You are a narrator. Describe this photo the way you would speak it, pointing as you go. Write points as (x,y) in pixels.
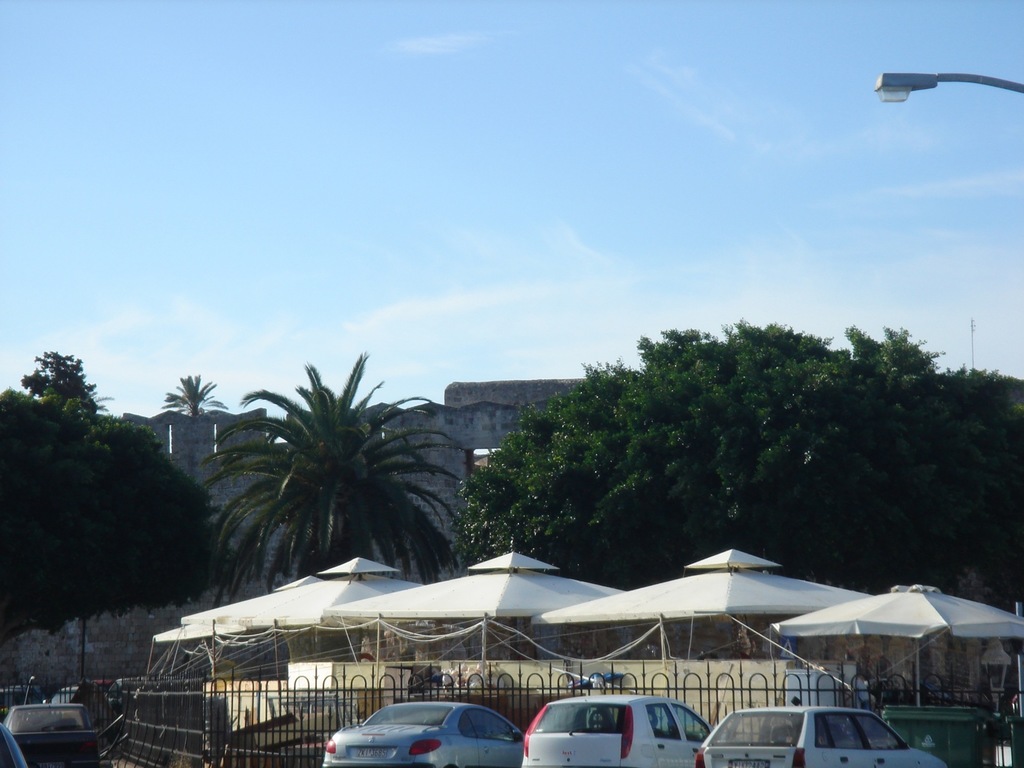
At the bottom of the image (806,741) there are few vehicles (789,733) parked on the road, in front of them there is a shed (385,660) and fencing (197,701) with metal (705,689). In the middle of the image (478,486) there are few trees (321,430) and building (490,425). On the right side (888,84) there is a lamp (937,82) attached to the pole (962,75). In the background (364,253) there is a sky (603,274).
